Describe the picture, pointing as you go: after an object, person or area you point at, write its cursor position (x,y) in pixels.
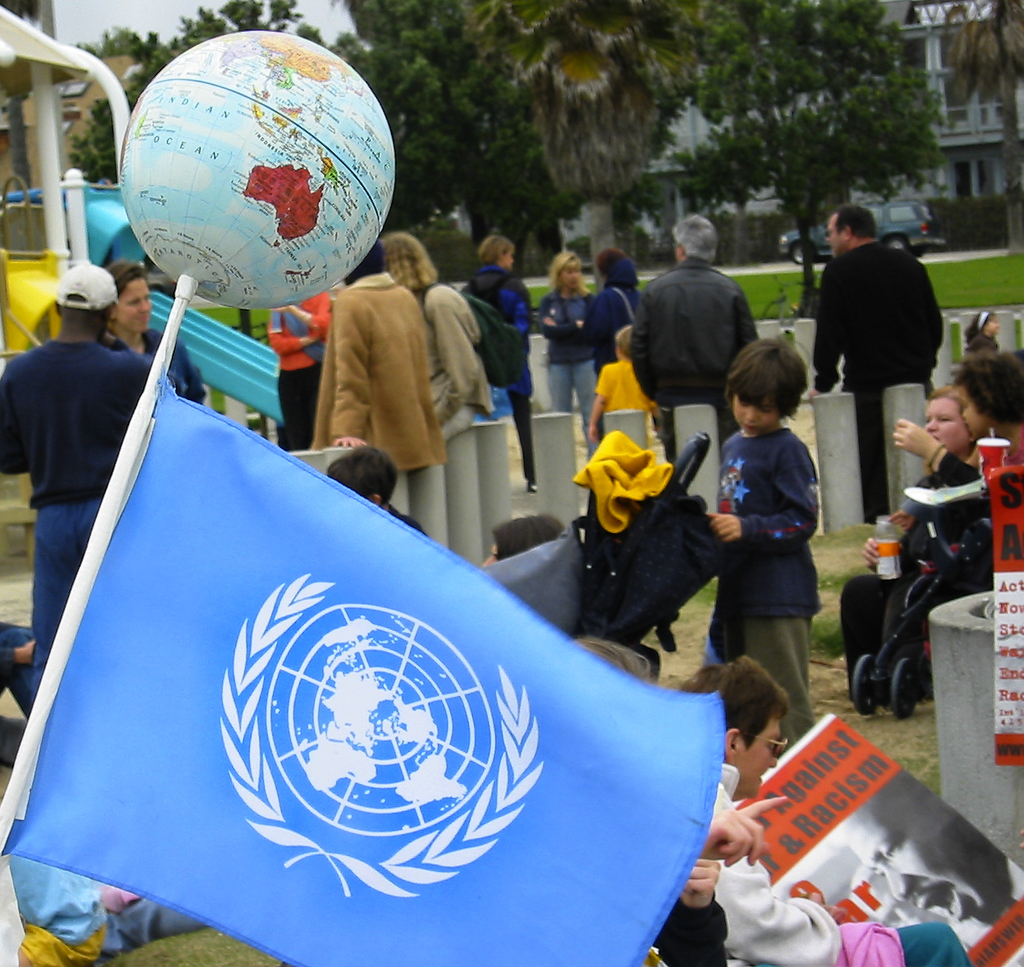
We can see globe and flag (154,585) on stick (107,529) and we can see people (396,300). Background we can see trees (959,62), grass (975,276), car (919,211), building (961,167) and sky (166,13).
